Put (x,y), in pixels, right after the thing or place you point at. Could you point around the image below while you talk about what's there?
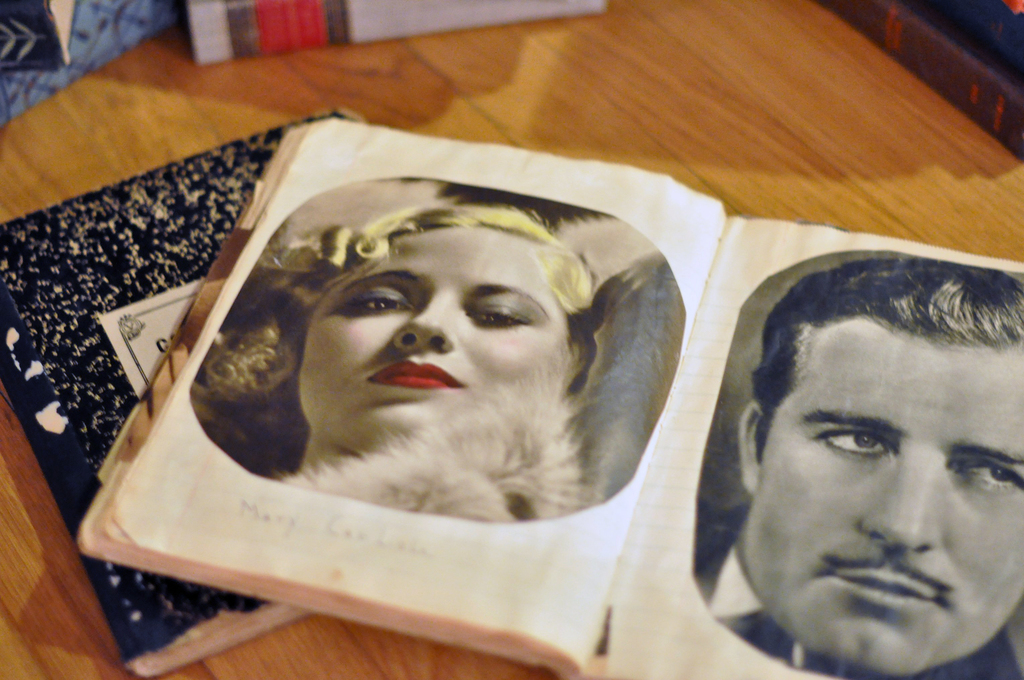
In this picture we can see books (416,162) on a table (752,84), photos (884,306) of a man (868,289) and a woman (327,272) on a book (317,280).
